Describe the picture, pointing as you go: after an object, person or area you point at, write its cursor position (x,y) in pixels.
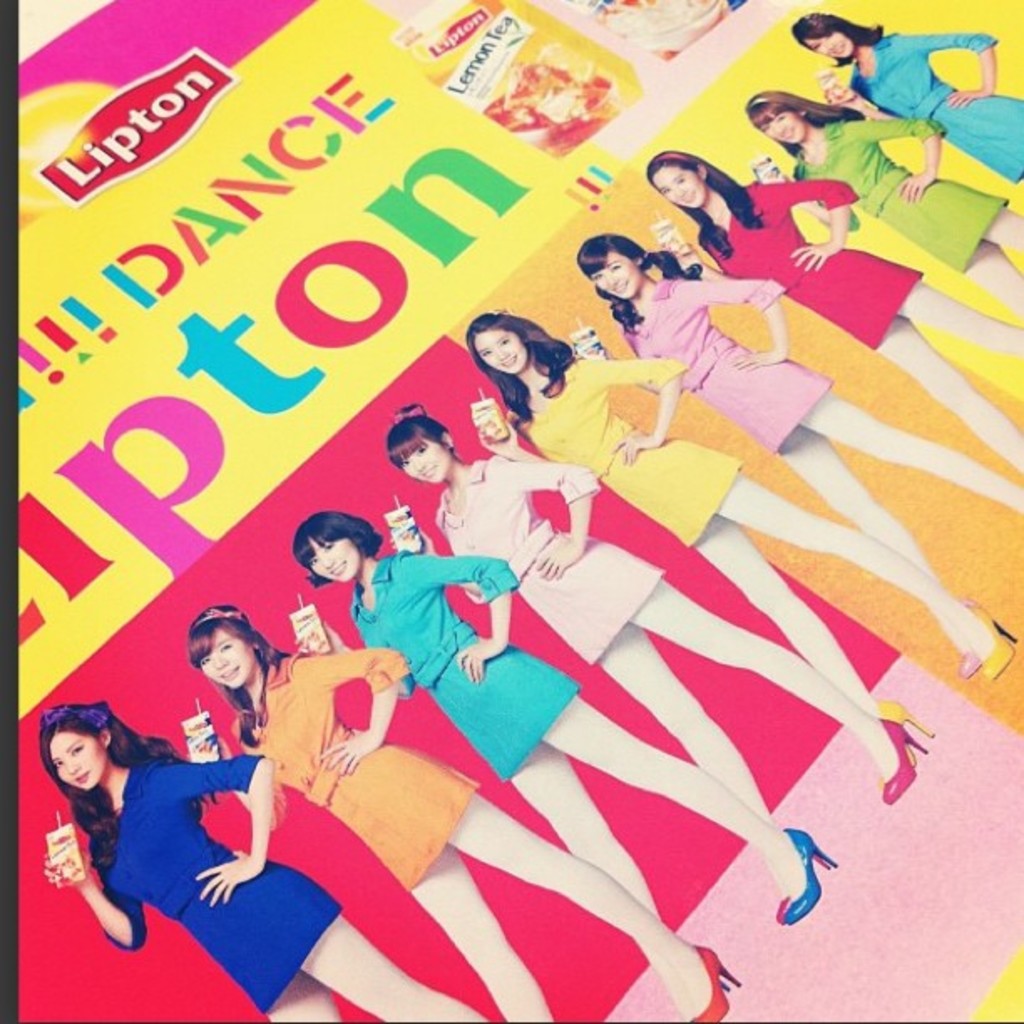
This is a poster (235,732). In this poster (71,891), we can see there are women (83,751) in different color dresses (816,294), smiling, holding bottles (406,519) and standing. Above them, there are texts (381,263) and images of the bottles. In the background (355,720), there are different colors.
